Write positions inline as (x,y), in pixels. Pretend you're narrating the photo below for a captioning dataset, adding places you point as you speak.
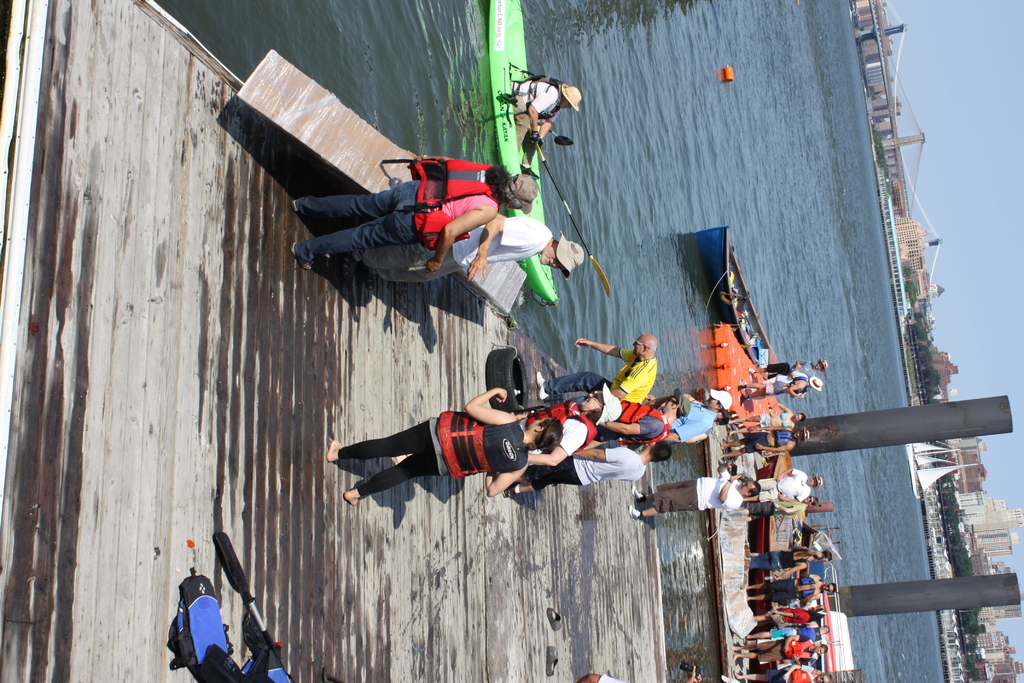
In this image I can see few people (758,370) are wearing jackets (493,458) and few (489,413) are standing. They are in different color. I can see few boats (506,58). Back I can see bridge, trees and buildings (913,261). The sky (967,118) is in blue color. We can see water (691,148).
